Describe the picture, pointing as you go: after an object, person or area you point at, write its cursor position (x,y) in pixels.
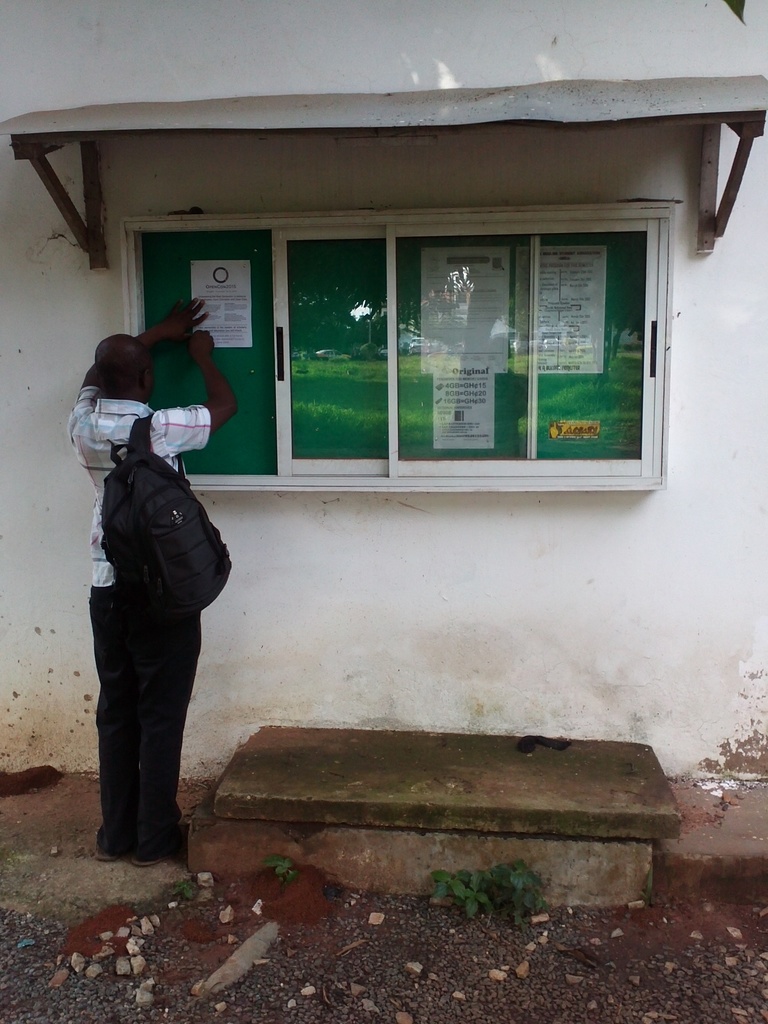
In this picture we can see plants (465,884), stones (508,923) on the ground (273,910) and a person (139,350) carrying a bag (124,522). In front of this person (185,313) we can see posters (427,313) on a board (312,360), wall (599,143), sun shade (284,99) and some objects (462,827).
